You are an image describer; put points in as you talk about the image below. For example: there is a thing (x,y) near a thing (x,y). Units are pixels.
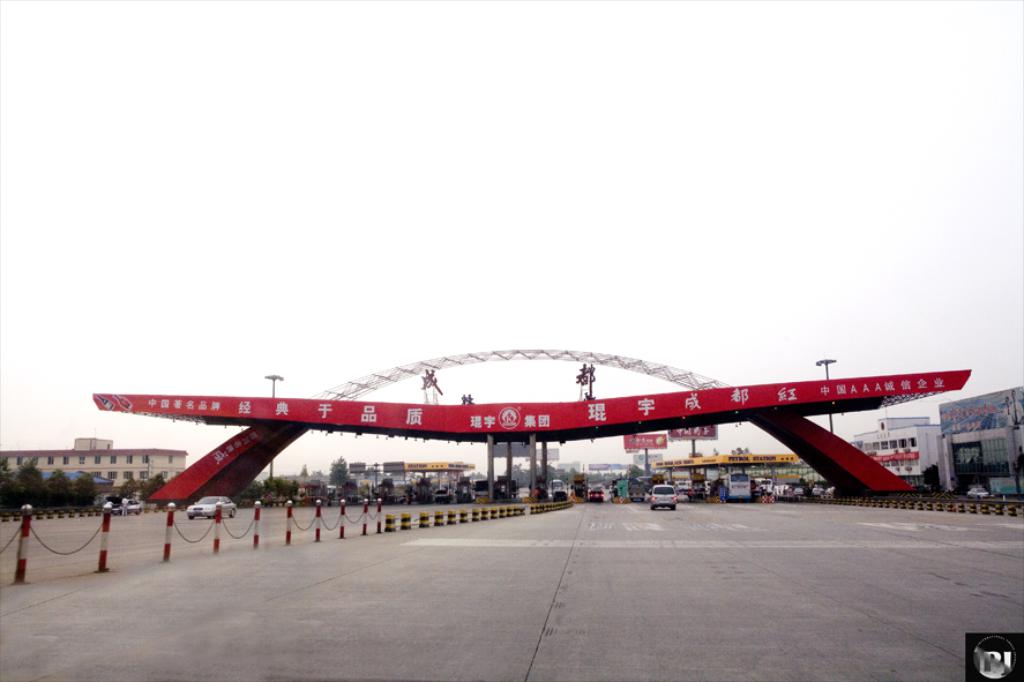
In the center of the image (665,401) there is an arch (456,366). At the bottom (710,505) we can see a road (298,517) and there are vehicles (190,505) on the road (683,540). In the background (316,473) there are buildings (55,457), poles (174,506), trees (8,498) and sky (582,281).
